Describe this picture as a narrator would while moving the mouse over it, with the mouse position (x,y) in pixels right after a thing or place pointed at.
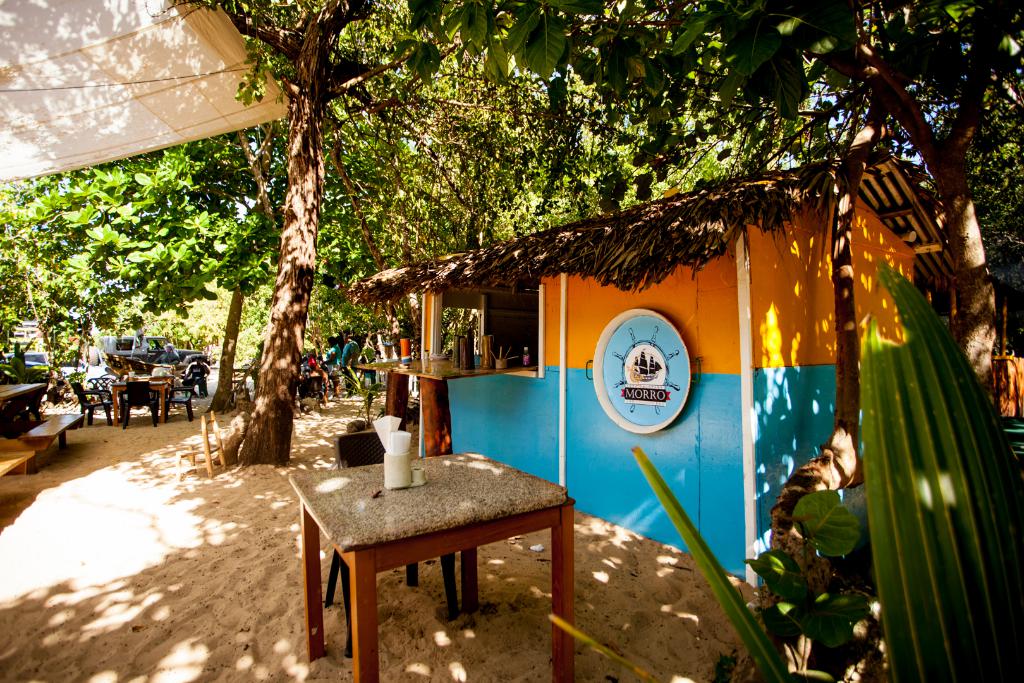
In this image on the right side (864,320) there is one hut (430,383) and some plants (890,344), trees (305,315), table (387,473). On the table (547,490) there are some objects (387,456), and in the background (320,389) there are some tables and chairs (150,389), benches (34,432) and some objects (184,364) and trees (221,148). On the left side (79,136) there is tent (136,126), at the bottom (150,557) there is sand (152,647) and on the right side of the image (874,542) there are plants (839,592).
